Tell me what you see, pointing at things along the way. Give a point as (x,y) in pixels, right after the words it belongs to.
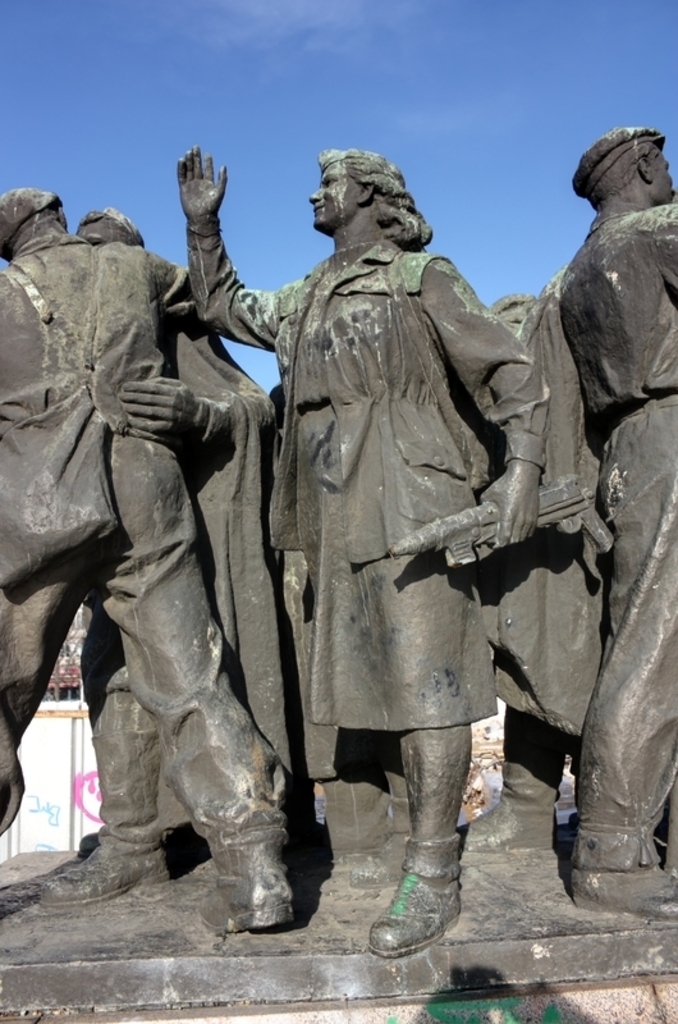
In this picture I can see number of statues (370,654) in front (204,416) and in the background (625,8) I see the blue sky (350,123).
